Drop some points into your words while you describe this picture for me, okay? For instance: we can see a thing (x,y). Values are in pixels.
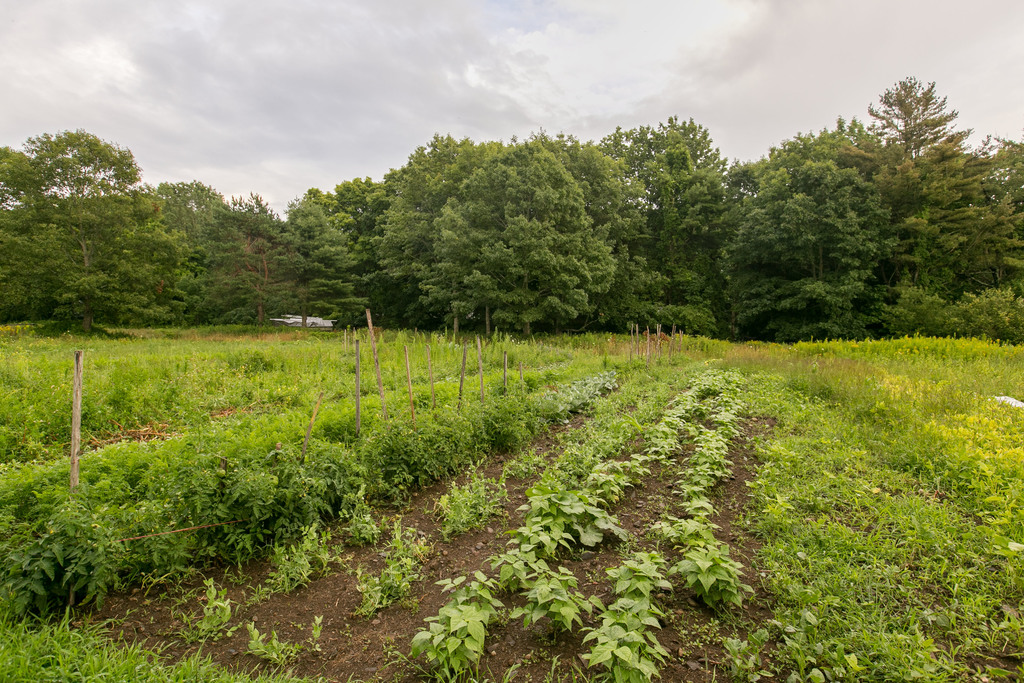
In the given image i can see a plants (378,452), sand (332,570), wooden sticks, trees (630,254) and in the background (584,72) i can see the sky (406,62).
